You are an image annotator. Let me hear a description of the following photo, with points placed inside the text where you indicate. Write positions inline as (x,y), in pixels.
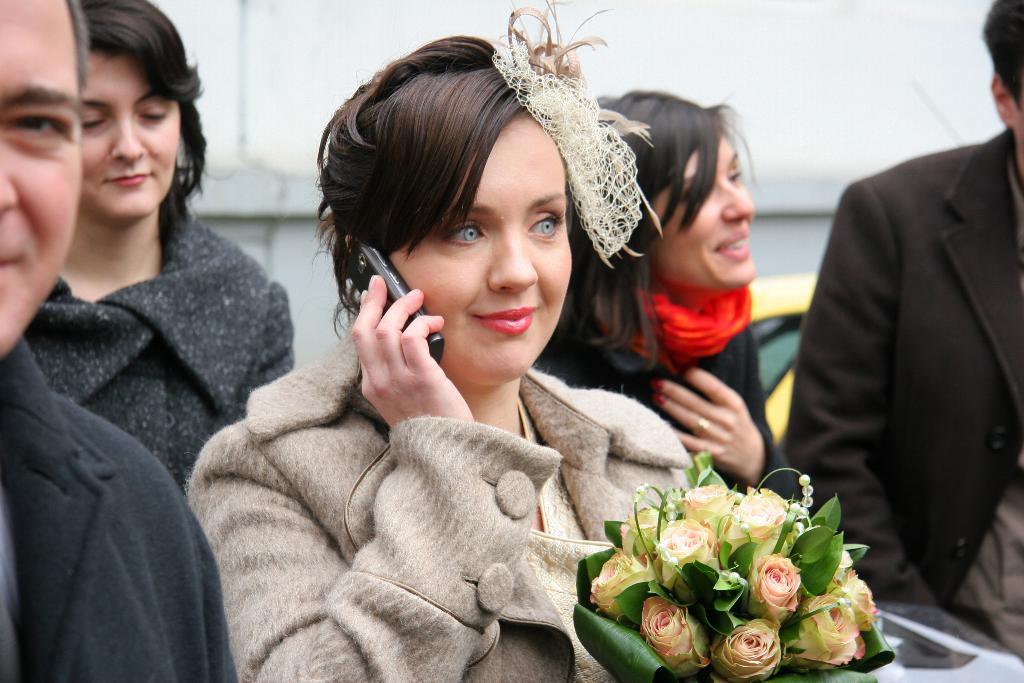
In this image I can see five persons (508,463), bouquet (748,568) and a wall (901,53). This image is taken may be during a day.
